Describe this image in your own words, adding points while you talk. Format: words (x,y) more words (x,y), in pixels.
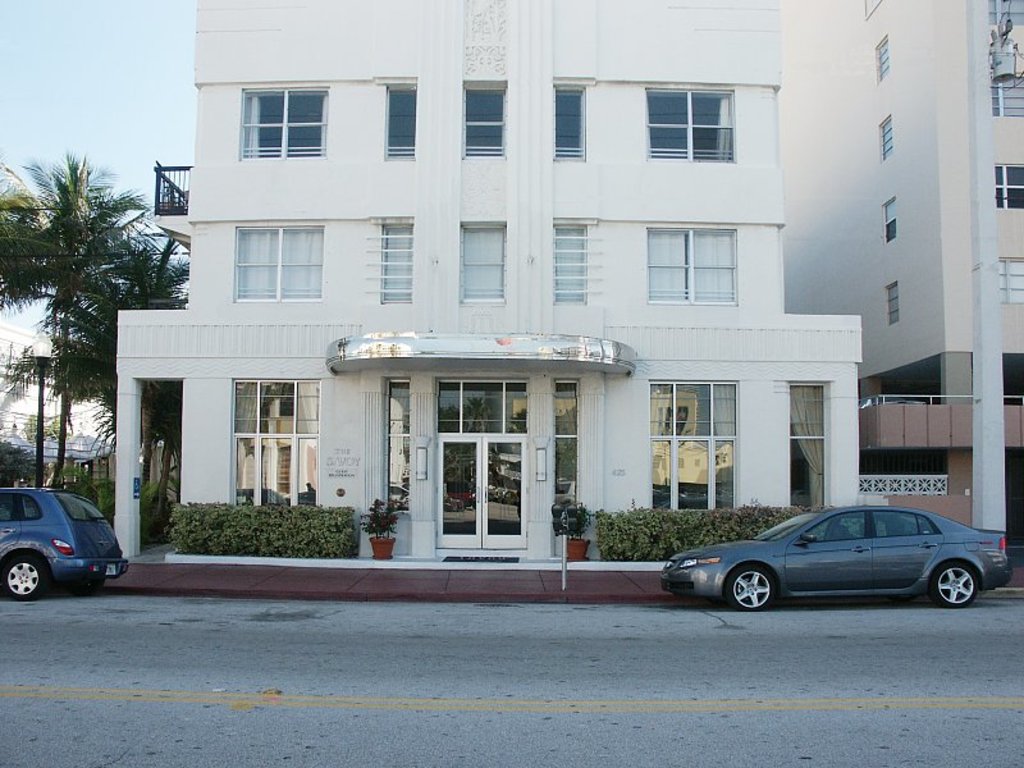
In this picture there is a white beautiful house (515,440) with glass windows (656,466). On the front (722,569) bottom side there is a grey color car (707,569) is parked. On the left side (21,252) we can see the tree (74,377) and on the right (891,163) there is a white building (885,116).
